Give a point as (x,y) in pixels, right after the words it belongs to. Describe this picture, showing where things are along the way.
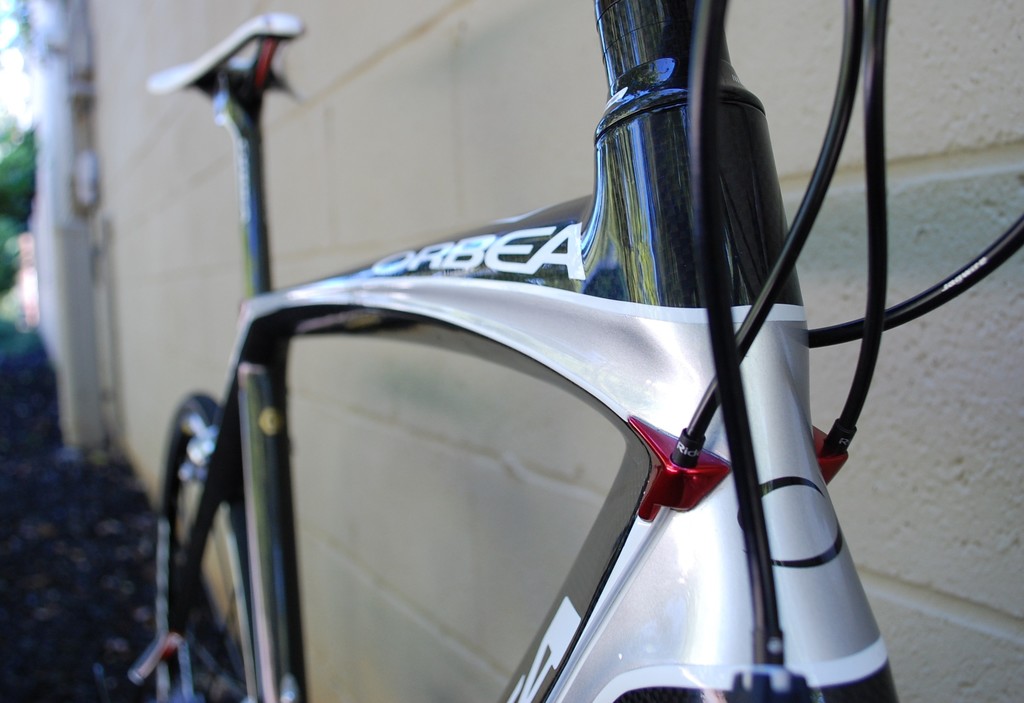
In this image we can see a bicycle (738,171) with cables (719,312) placed on the ground (146,572). In the background (474,468), we can see building (378,133), tree (14,179) and the sky (23,85).
